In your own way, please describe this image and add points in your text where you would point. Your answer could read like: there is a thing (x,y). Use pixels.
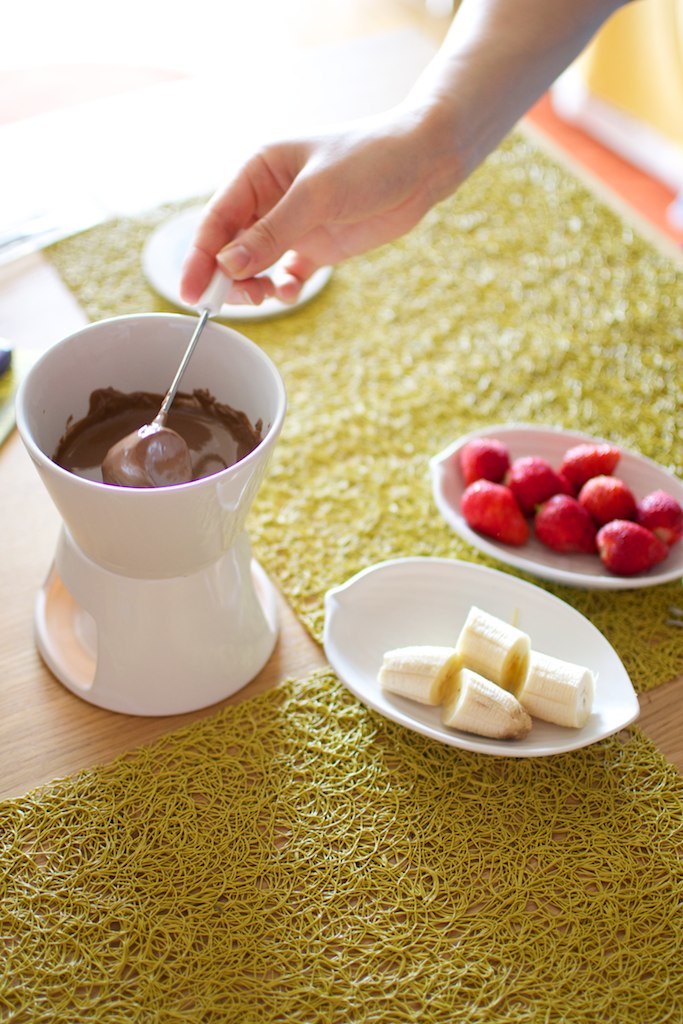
In this image in the center (247,539) there is one bowl (214,495) and one person (468,156) is holding a spoon (199,325) and mixing a chocolate (140,423), and there are two plates (546,605). On the plates (556,620) there are some bananas (531,651) and strawberries (565,489), at the bottom (259,760) there is a table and in the background (181,217) there is one saucer (275,272) on the table (20,364).
